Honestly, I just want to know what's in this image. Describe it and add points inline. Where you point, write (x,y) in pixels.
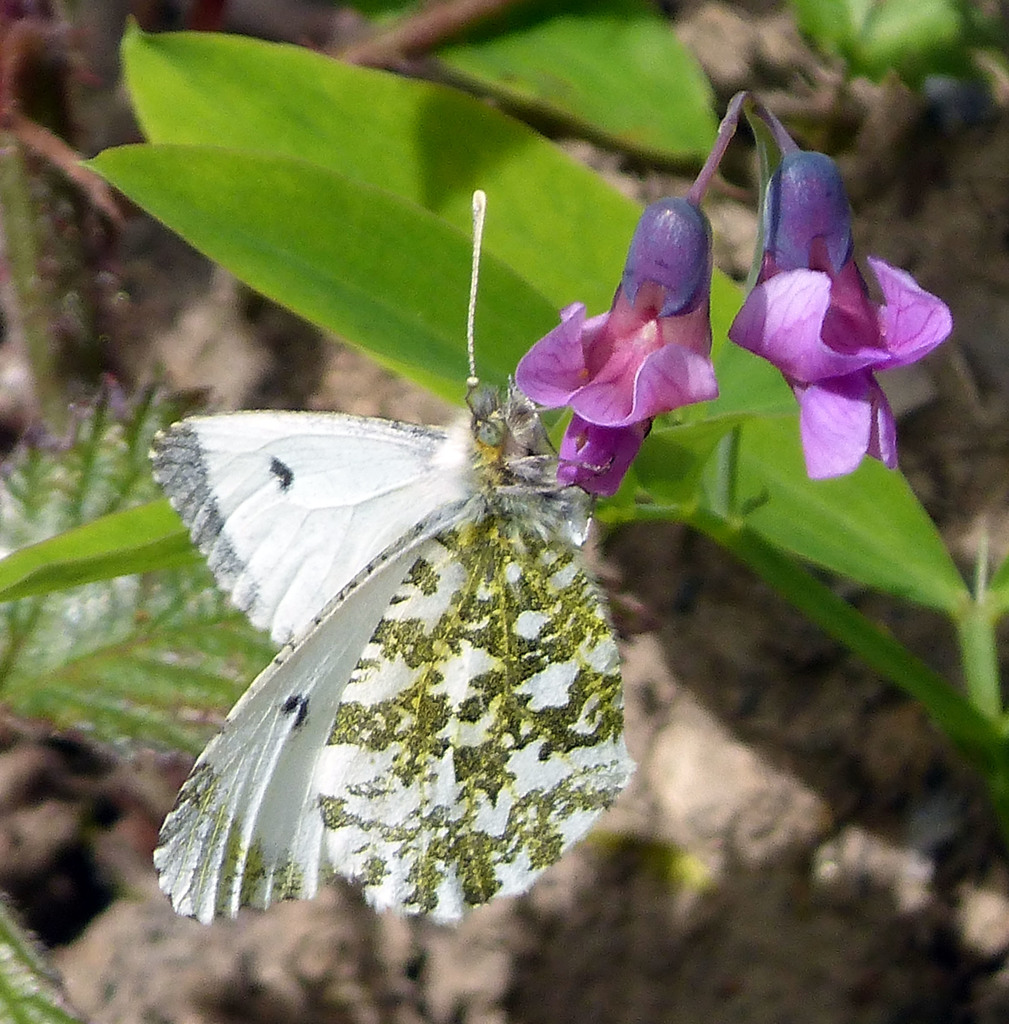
There are pink flowers (701,272) on a plant (681,437). On the flower (679,226) there is a white butterfly (349,610) with some designs (415,714). In the background (653,899) it is blurred.
